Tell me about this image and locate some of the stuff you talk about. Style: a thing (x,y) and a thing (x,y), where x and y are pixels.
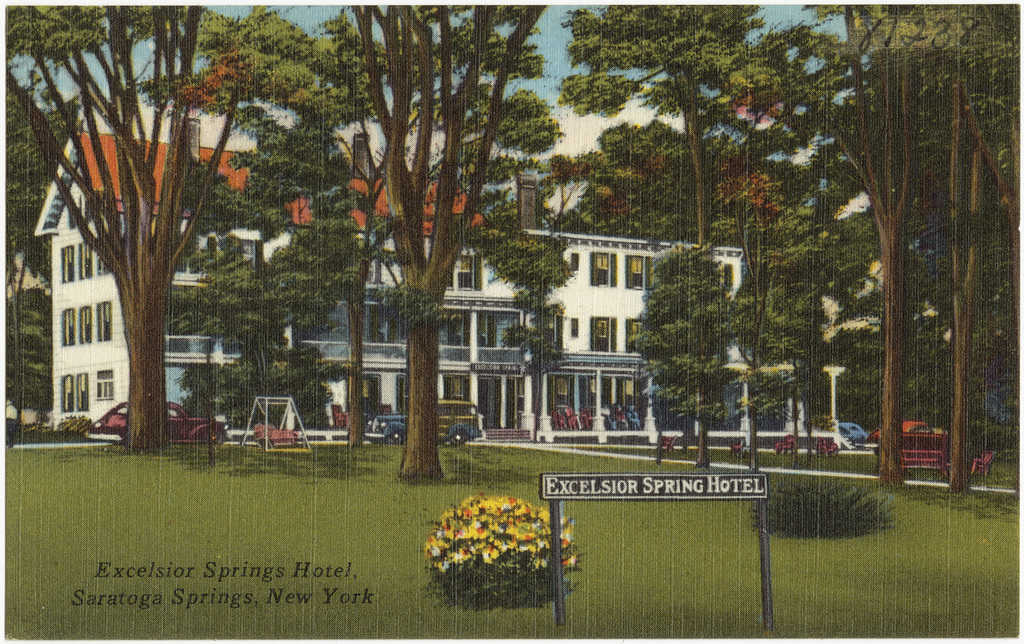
In this image we can see a building (392,249) with roof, windows (246,250), stairs (490,437) and pillars (473,411). We can also see some trees (434,478), bark (360,407) of the trees (415,397), plants (539,561) with flowers (462,545), a stand (553,593), pole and the grass (351,516). On the backside (562,121) we can see the sky (564,145) which looks cloudy.
